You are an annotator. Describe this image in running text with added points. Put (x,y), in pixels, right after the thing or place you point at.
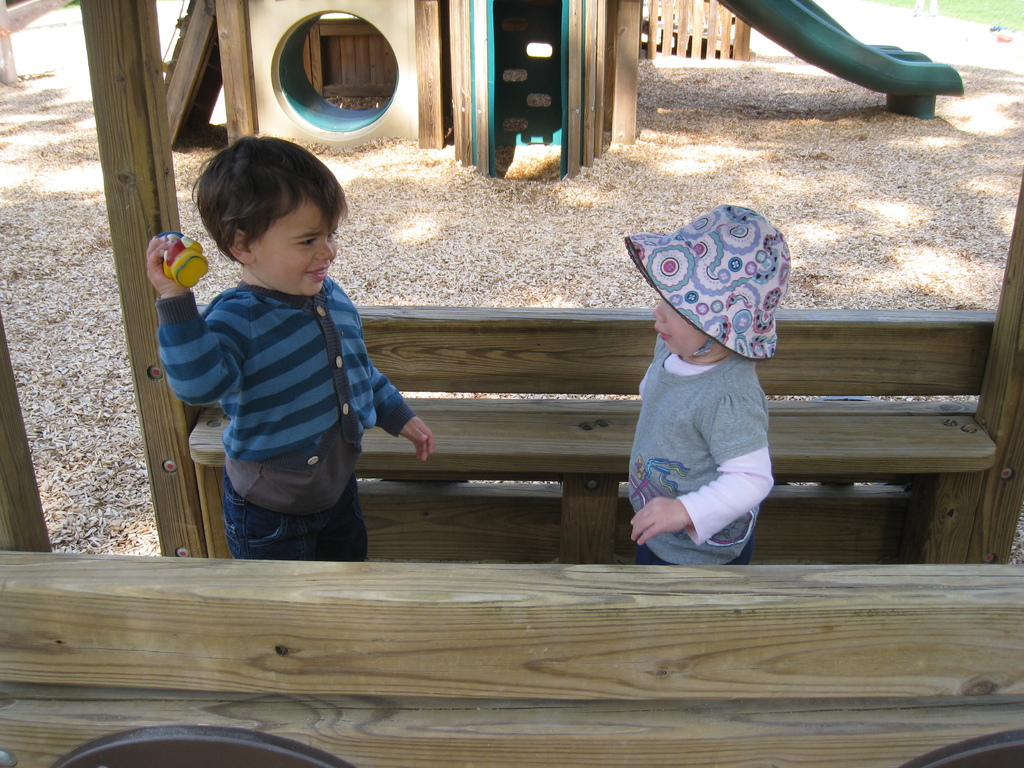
In this image I can see two persons (713,393), the person (726,392) at right (714,393) wearing gray color shirt (658,398) and the person (315,391) at left (302,394) wearing blue color dress (344,391). background (377,87) I can see a wooden house (570,61) and grass (962,13) in green color.
